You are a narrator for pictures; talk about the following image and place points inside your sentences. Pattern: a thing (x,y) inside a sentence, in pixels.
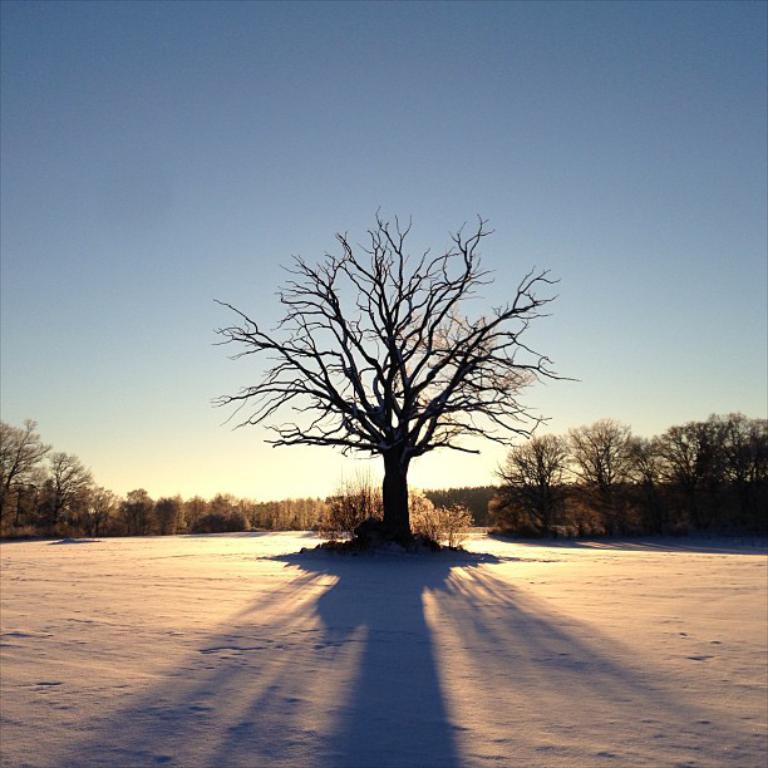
In this image there are trees (676,470), shadow (386,608) and sky (425,178).
